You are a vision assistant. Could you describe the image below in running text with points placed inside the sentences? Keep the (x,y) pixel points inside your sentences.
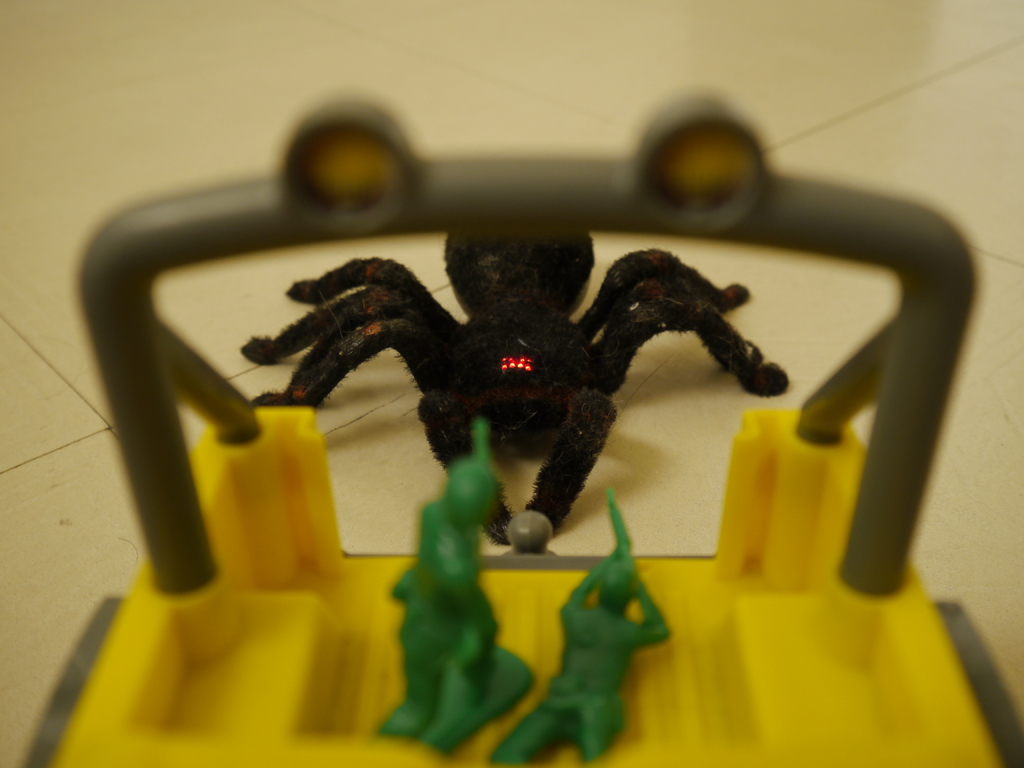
In the center of the image (400,323) there are toys (584,424) on the floor (658,390).
